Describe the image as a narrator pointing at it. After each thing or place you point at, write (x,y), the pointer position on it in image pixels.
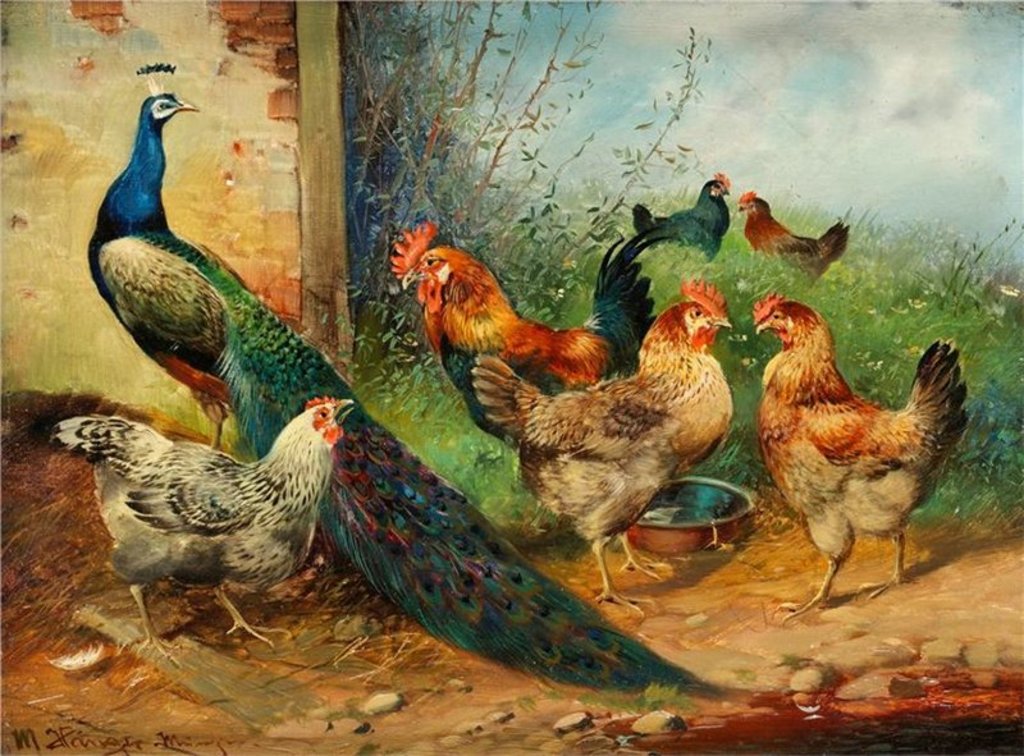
In this picture we can see the painting (283,507) of hens (234,470), a peacock (122,255), wall (269,214), plants (650,208), a bowl (661,501) and the sky (647,117). On the painting (118,745), it is written something.
